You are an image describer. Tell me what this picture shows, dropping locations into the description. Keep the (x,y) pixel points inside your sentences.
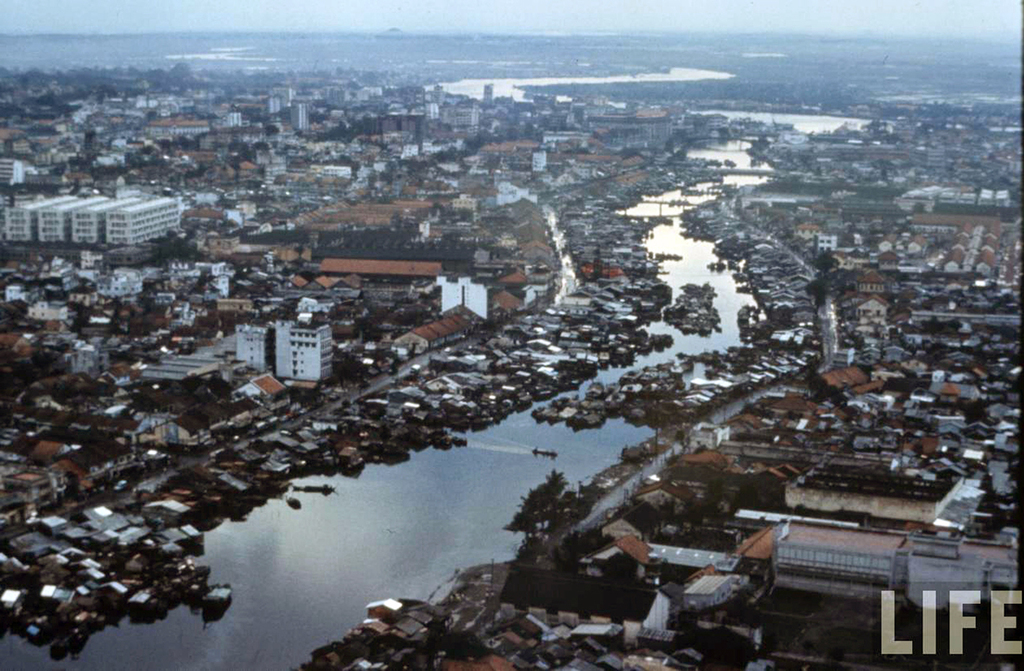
In this image we can see an aerial view of a city (389,202), there are some buildings (970,572) and houses (622,340), also we can see a river (245,657).
